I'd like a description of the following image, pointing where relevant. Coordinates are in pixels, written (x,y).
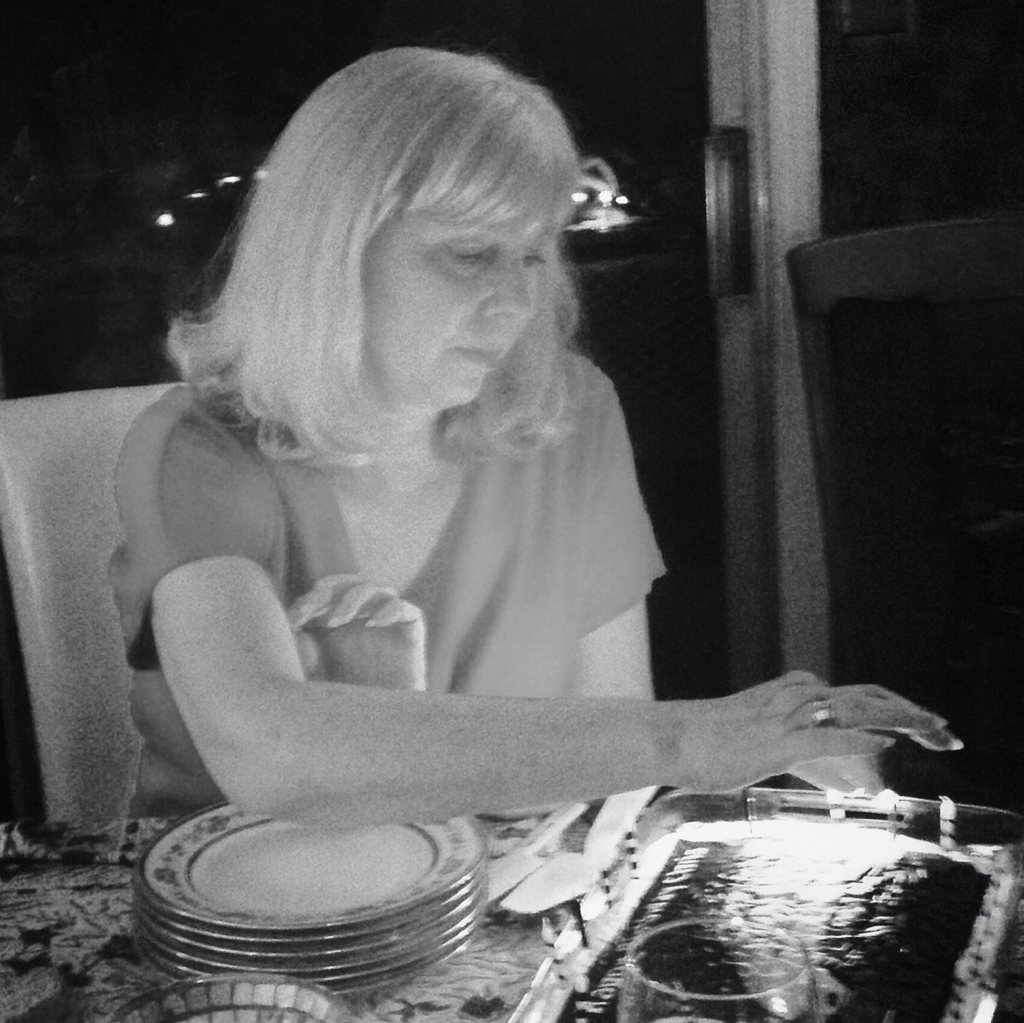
In this image I can see a person (199,434) sitting, in front (235,848) I can see few plates (303,958), tray (770,834), glasses (683,921) on the table (494,949). Background (96,136) I can see a glass door (172,129) and the image is in black and white.
